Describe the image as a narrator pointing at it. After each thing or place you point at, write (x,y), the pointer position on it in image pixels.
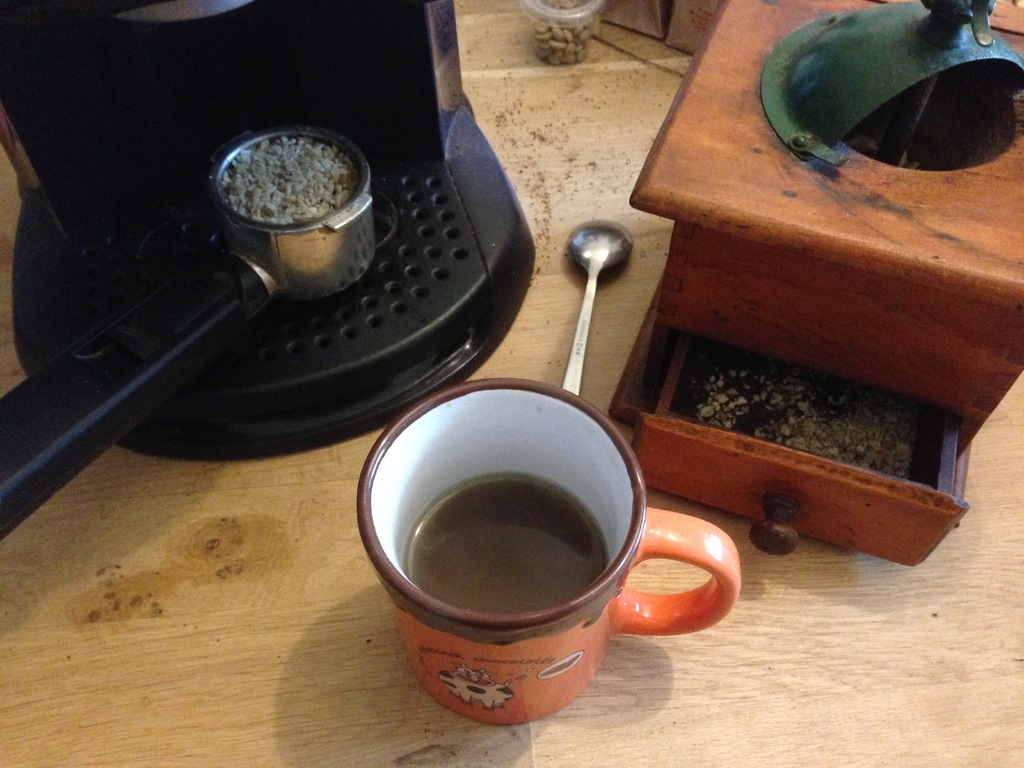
In this picture we can see a cup (544,680) with drink (536,532) in it, spoon (585,293), jar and some objects (497,221) and these all are placed on a wooden platform (154,654).
